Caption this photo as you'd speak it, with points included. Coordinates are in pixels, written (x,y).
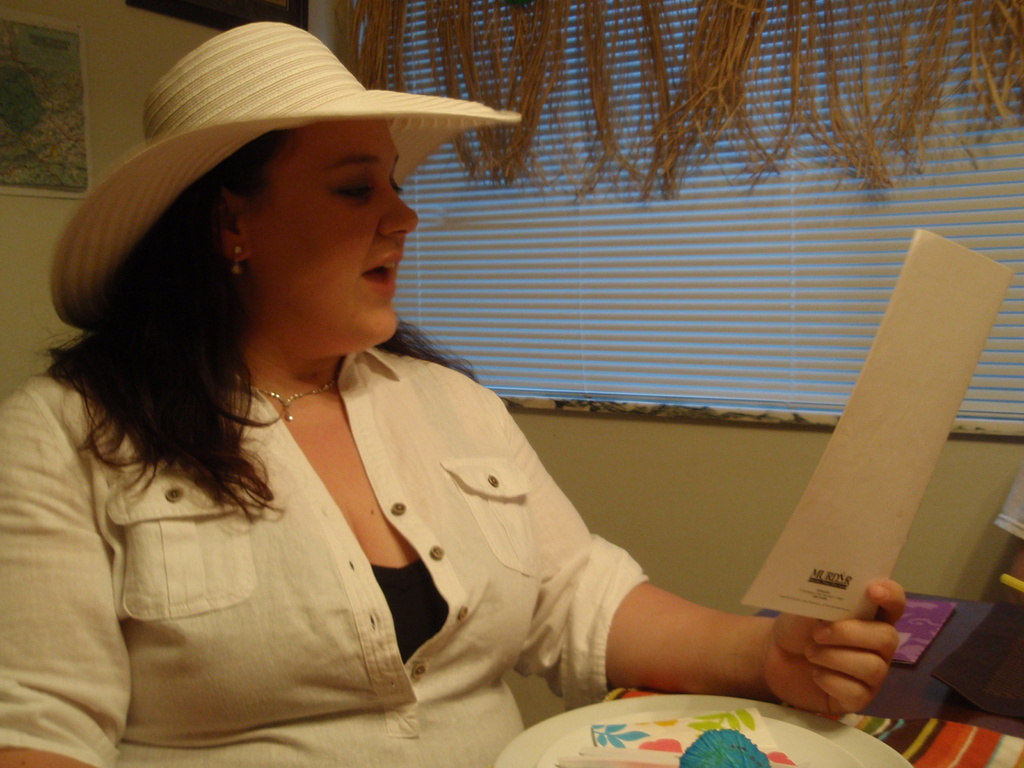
This is the woman (300,695) sitting and holding a card (830,553) in her hand (828,632). I think this is a table (962,735) with a plate (871,752) and few other things (946,747) on it. This looks like a blind curtain (728,337) hanging. On the left side of the image (70,123), I think this is a poster (54,120), which is attached to the wall (123,77).
